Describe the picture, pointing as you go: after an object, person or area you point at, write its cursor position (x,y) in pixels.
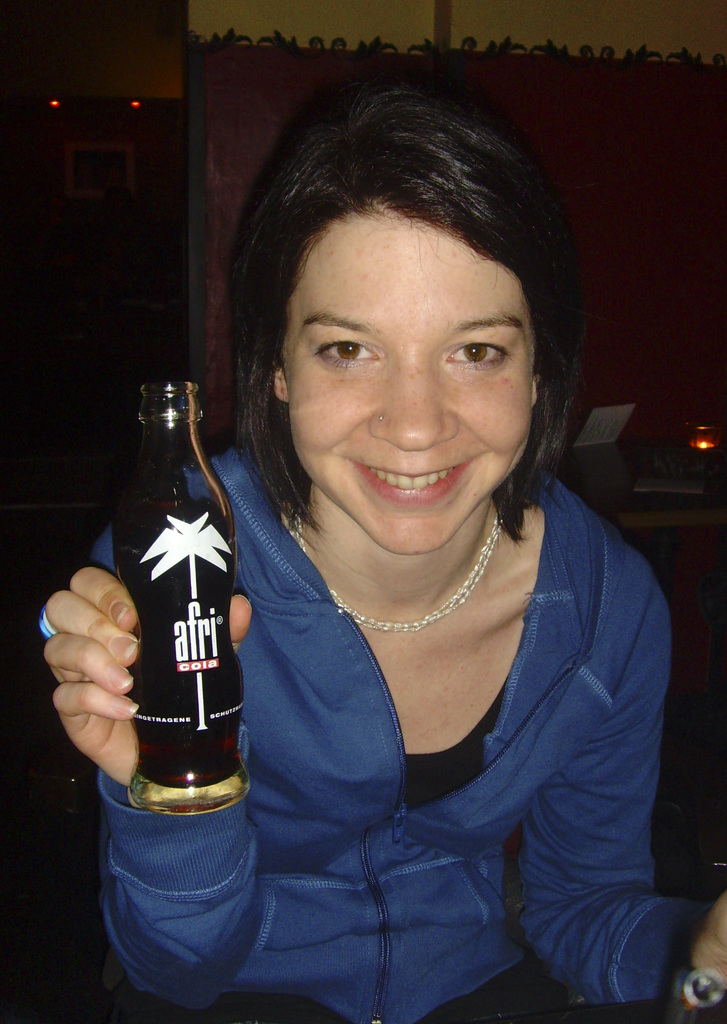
Here we can see a woman (431,206) with a bottle (148,709) in her hand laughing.
